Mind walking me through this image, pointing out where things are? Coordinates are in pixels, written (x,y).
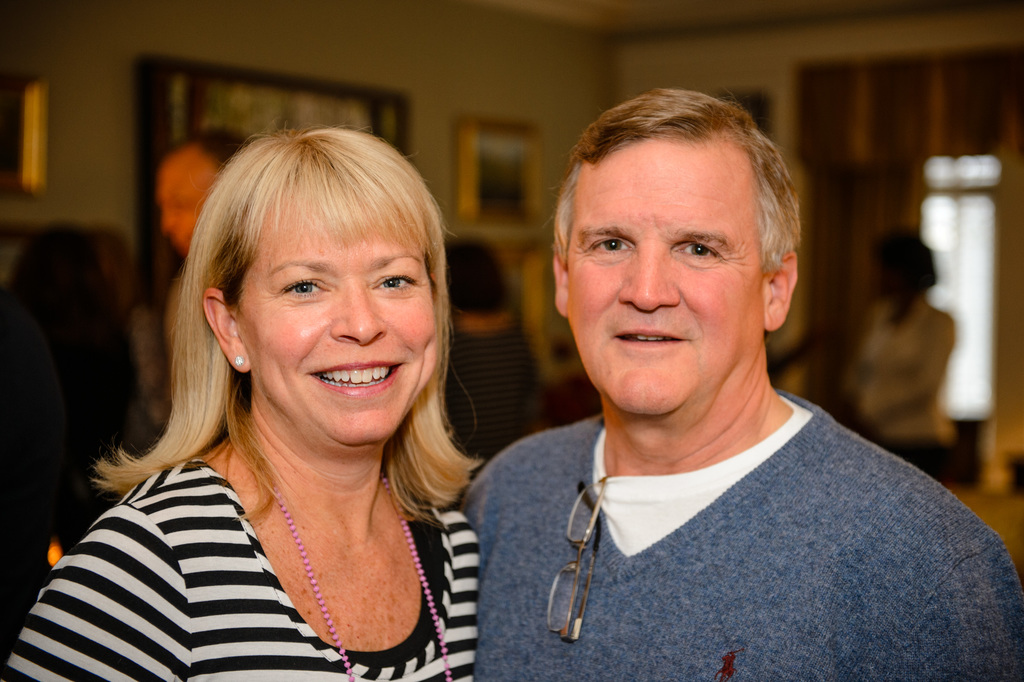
As we can see in the image there are few people (89,327) here and there, wall (563,43), photo frames (198,115) and in the front (391,531) there are two people (514,493) standing. The background (416,31) is little blurred.
